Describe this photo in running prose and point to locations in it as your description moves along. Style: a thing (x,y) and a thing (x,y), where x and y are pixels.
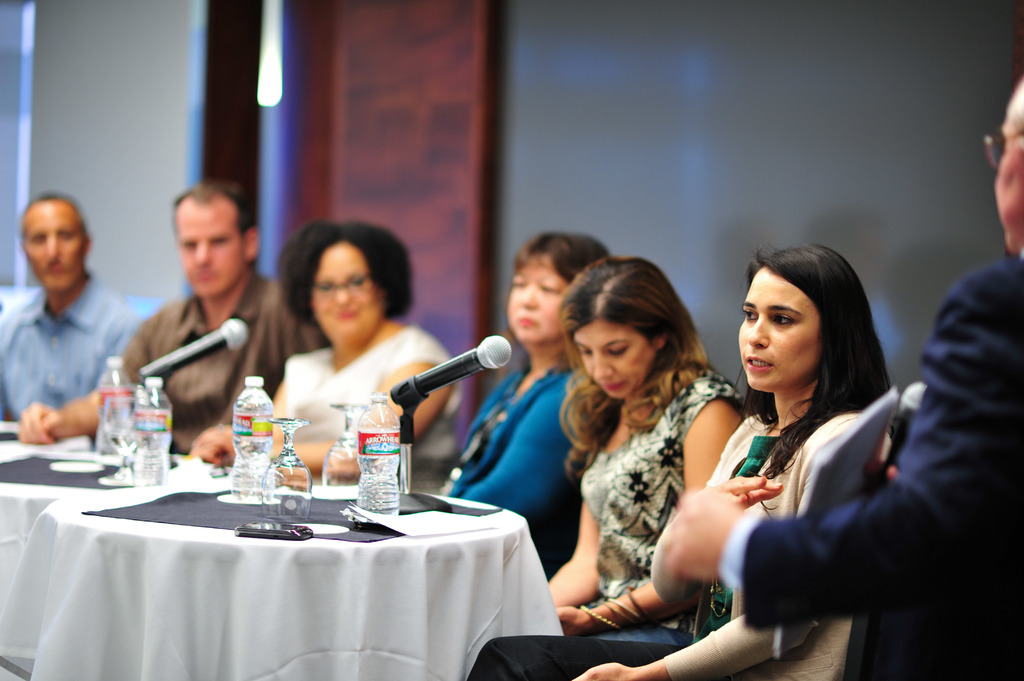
In this picture there are few people (531,248) sitting on chairs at the table (303,582). On the table (82,555) there is a cloth spread (191,627). Water bottles (236,478), glasses (278,475), microphones (171,368) and the mobile phone (274,524) is placed on it. To the extreme right corner (962,499) there is a man (955,481) standing and holding papers (861,479) and microphone (886,472) in his hand (891,466). In the background (722,184) there is wall (375,141).
